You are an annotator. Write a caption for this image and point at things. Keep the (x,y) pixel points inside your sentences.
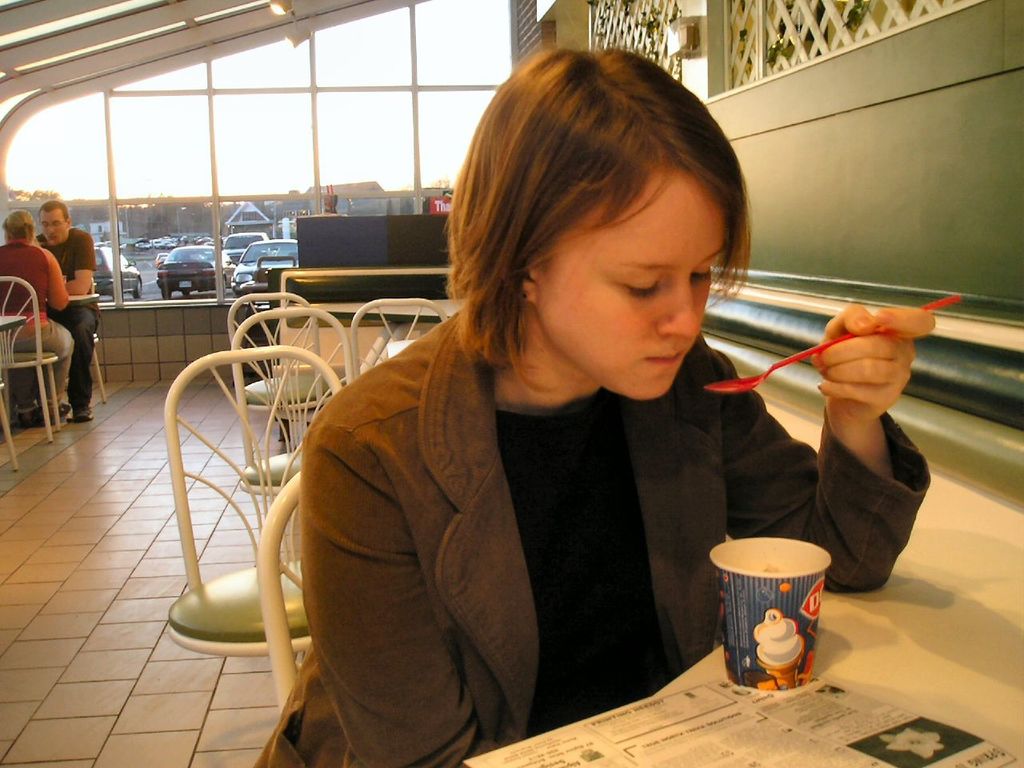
Here in the front (697,232) we can see a lady (476,614) sitting on a chair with ice cream (784,662) in front of her she is eating the ice cream (772,570) and behind her on the left side (81,318) we can see a couple of people (53,268) sitting on chairs (26,289) and behind them there are number of cars (238,274) present.
